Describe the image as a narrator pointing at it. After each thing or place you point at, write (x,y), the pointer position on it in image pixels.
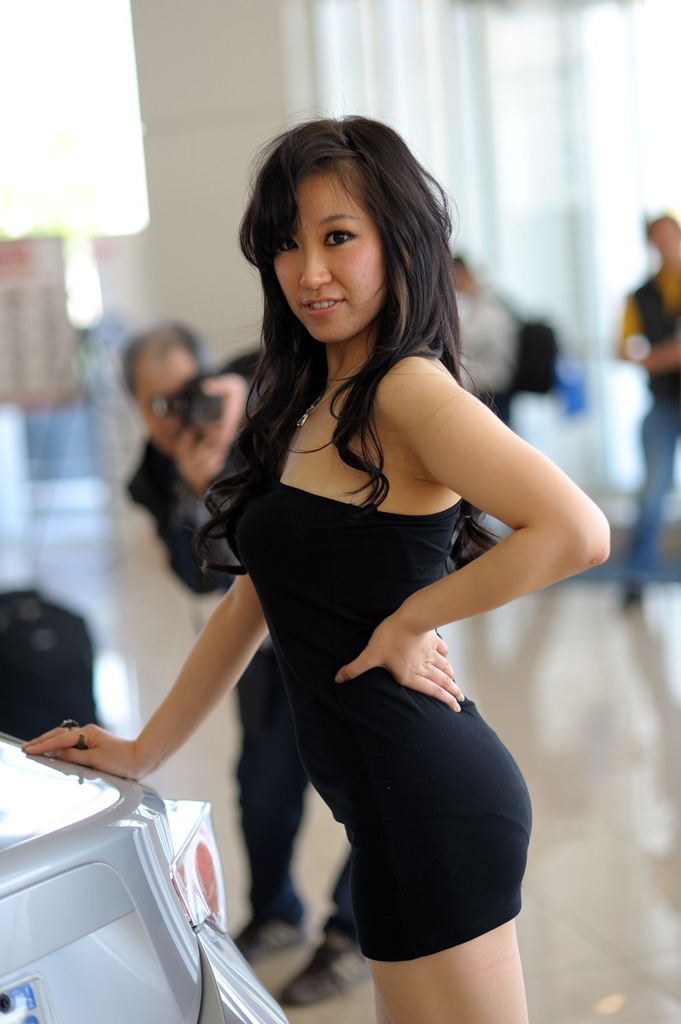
This image is taken indoors. On the left side of the image (134,886) a car (132,857) is parked on the floor (654,589). At the bottom of the image (573,736) there is a floor (234,919). In the middle of the image (262,483) a girl (297,301) is standing on the floor (574,685). In the background (231,170) there is a wall (204,206) and there is a light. A man (204,447) is standing on the floor (599,732) and he is clicking pictures with a camera (196,383) and two men (544,341) are standing on the floor (608,572).
